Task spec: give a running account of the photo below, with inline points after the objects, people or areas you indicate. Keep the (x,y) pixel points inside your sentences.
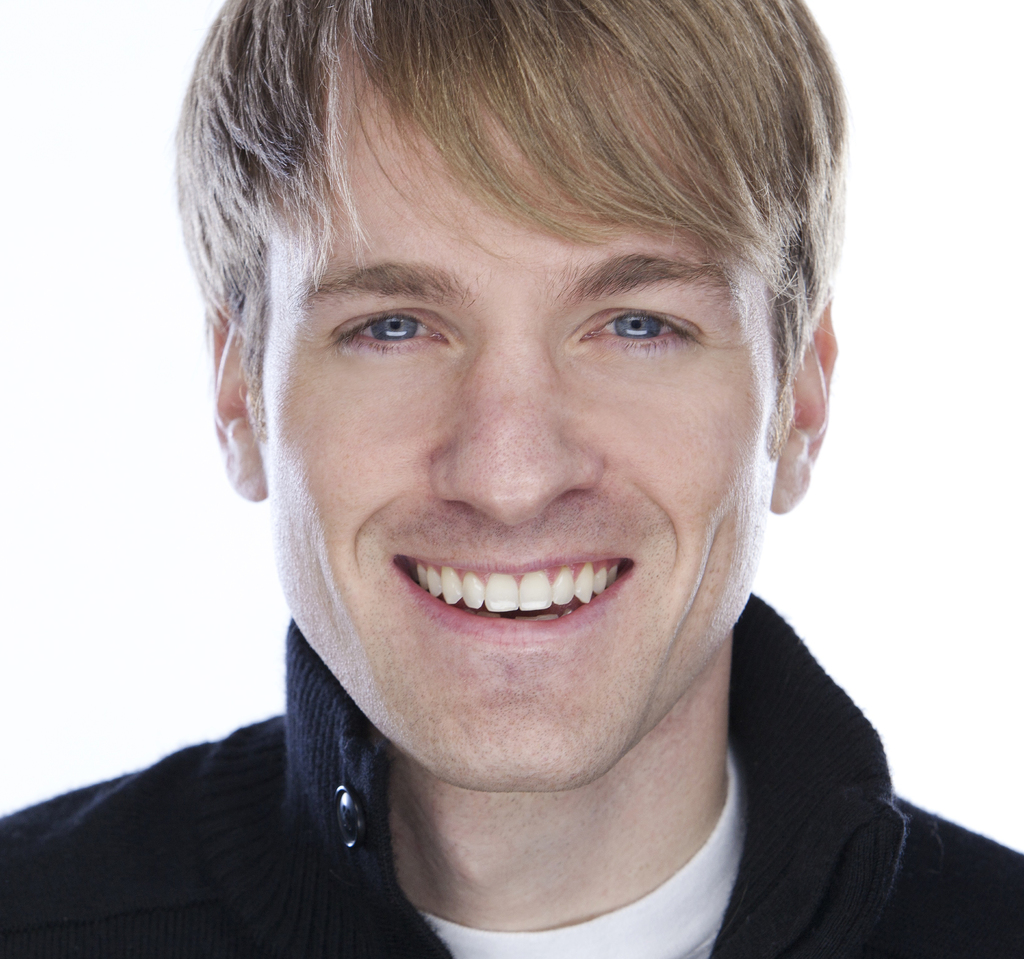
This is the image of a person (409,329), he has brown hair (228,85). And there is a white colored background (95,584).
